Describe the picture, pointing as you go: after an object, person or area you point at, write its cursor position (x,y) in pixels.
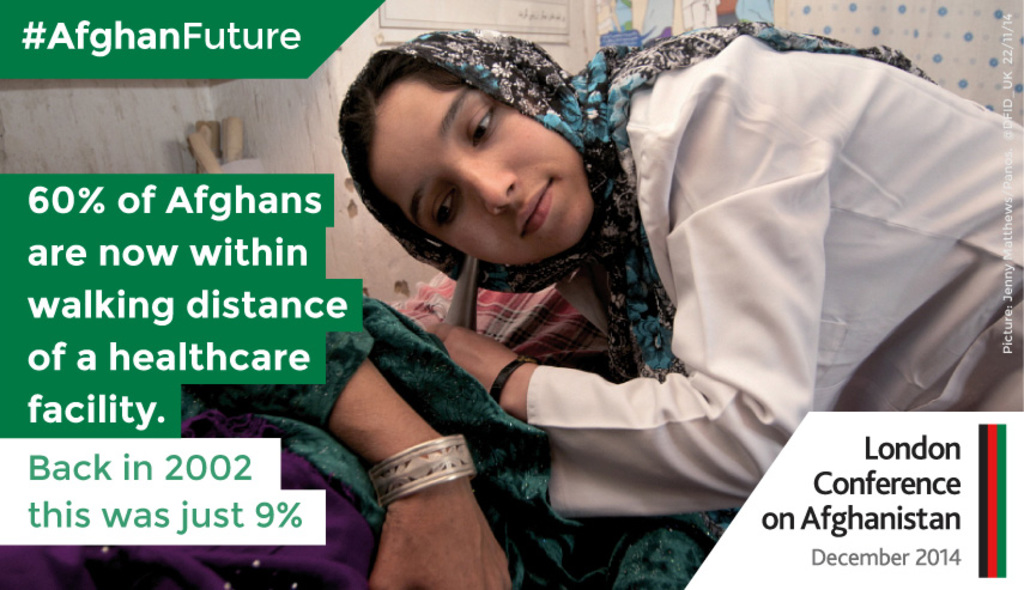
In this image there are people (695,240), posters (498,3) and objects (235,134). Posters (616,31) are on the wall (913,26). A woman (467,150) is holding an object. Something is written on the image. On the right side of the image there is a watermark (1009,169).
